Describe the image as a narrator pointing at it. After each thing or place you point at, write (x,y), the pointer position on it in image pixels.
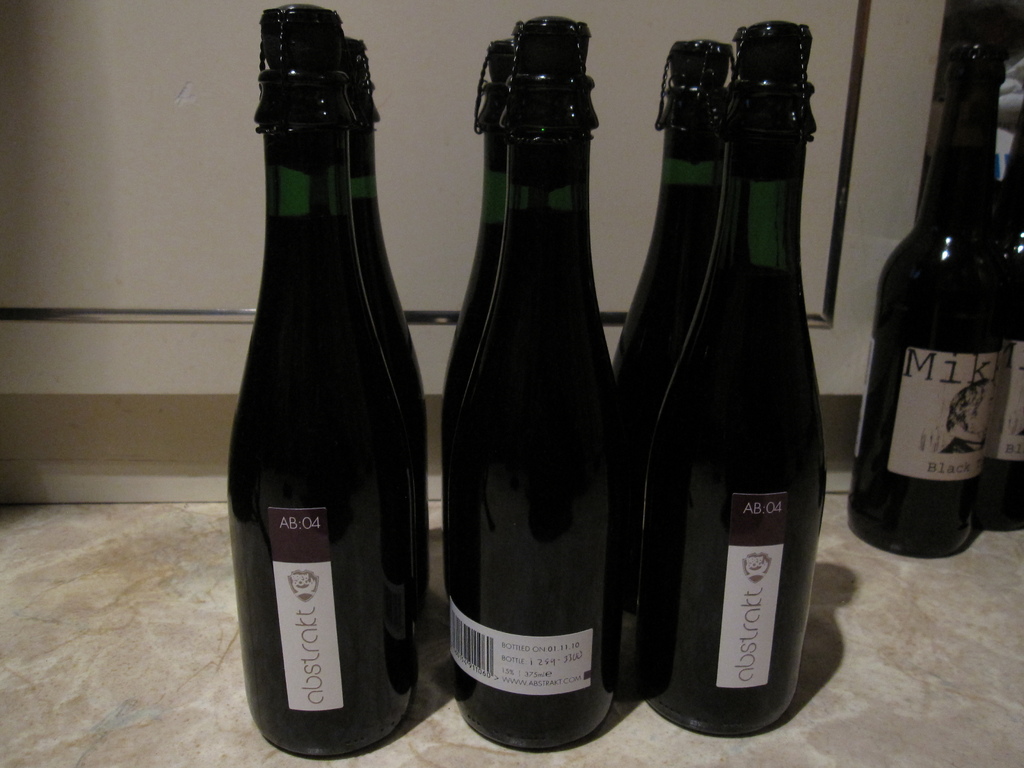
In this image i can see some bottles (463,399) kept on the floor (225,650). on the bottle (284,643) there is a label (308,603), on the label (308,643) there is some text (309,668) written on that and there is a wall (108,134) back side of the bottle (549,425).
